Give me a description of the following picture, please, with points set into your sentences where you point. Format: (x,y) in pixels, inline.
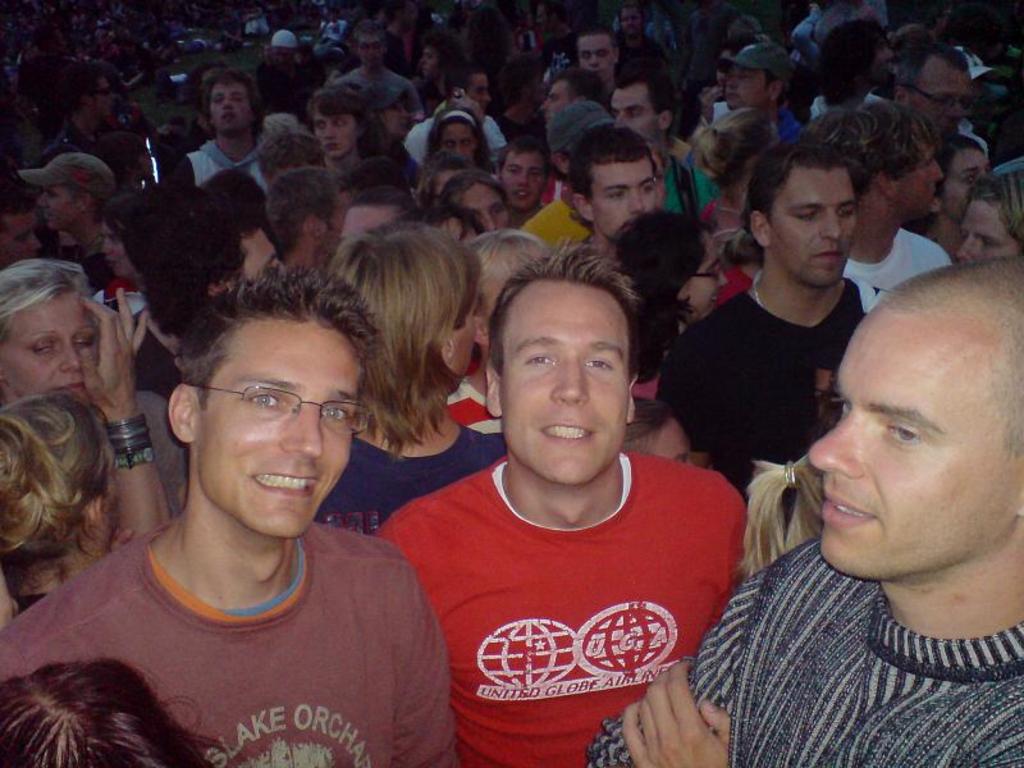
In this image I can see number of people (731,433). I can see smile on few faces (255,411) and here I can see he is wearing specs (330,404). I can also see most of them are wearing t shirts (536,537).
